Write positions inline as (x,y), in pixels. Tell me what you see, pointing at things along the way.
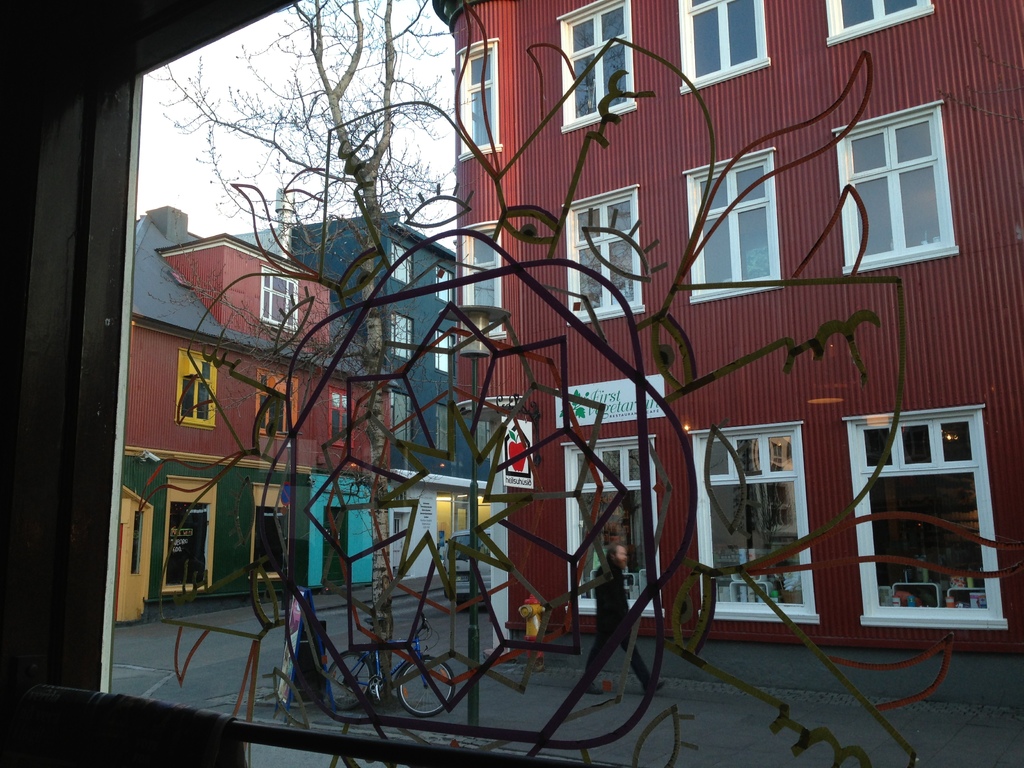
In the image there are buildings (1001,431) in the back (248,404) with windows (438,370) all over it, this is clicked inside a building (35,24), there is an art (468,732) in front of the window (374,48) and behind it there is a tree (340,98) in the middle (371,348) with cycle (374,669) in front of it.
